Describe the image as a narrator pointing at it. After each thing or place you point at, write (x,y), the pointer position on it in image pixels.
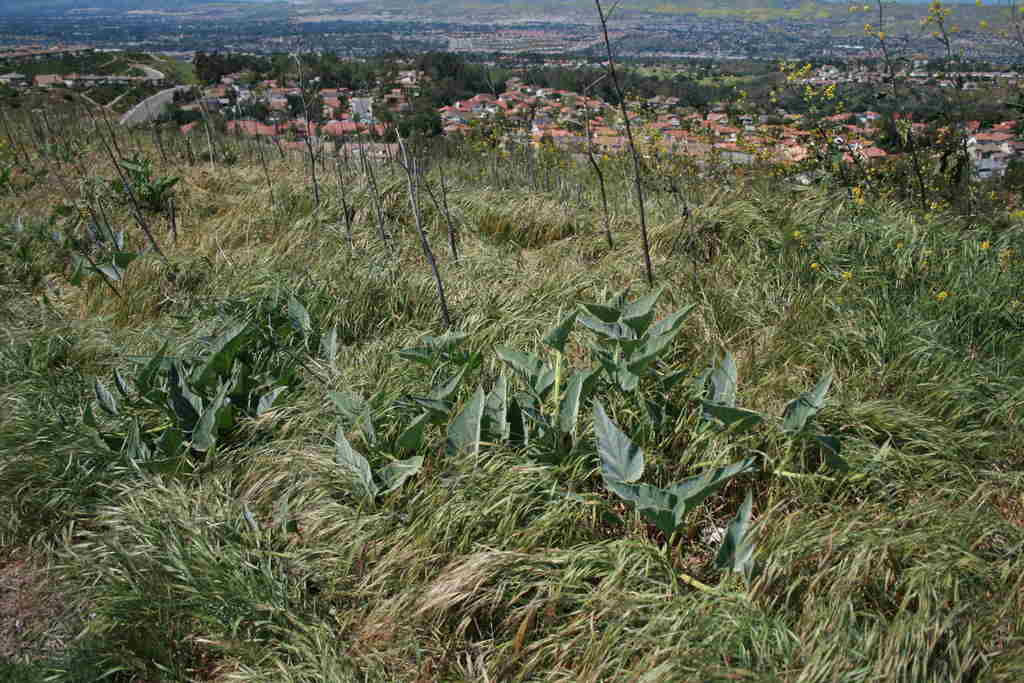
At the bottom (464,550) there are many plants (175,450) and grass (532,549) on the ground (495,305). At the top of the image (450,90) there are many trees (200,91) and buildings (504,108). On the right side (881,194) there is a plant (845,194) with some flowers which are in yellow color.
